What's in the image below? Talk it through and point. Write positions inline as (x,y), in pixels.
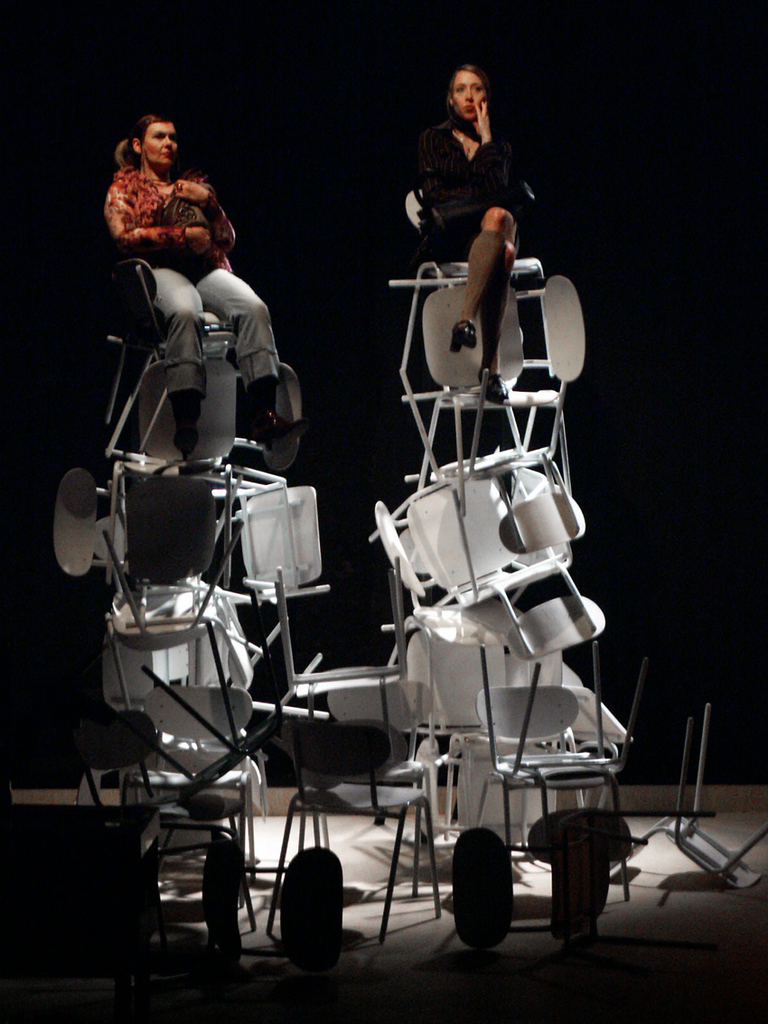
There are two women (209,235) sitting on top of many chairs (505,771). The woman (245,374) at the left (177,326) is wearing a pair of jeans (193,329), shoe (271,410) and a shirt (183,233). The woman (490,253) at the right (513,177) is wearing a black colored dress (471,177).
